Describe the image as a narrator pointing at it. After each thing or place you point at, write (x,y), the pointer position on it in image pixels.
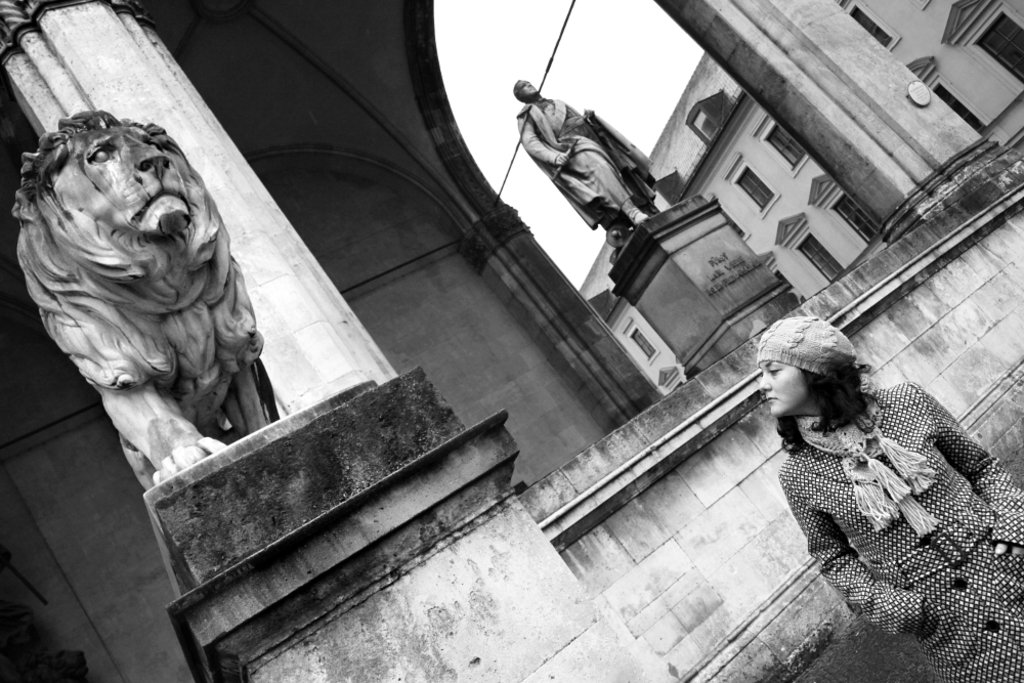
As we can see in the image there are buildings (818,162), windows (864,227), human statue (571,125), lion statue (211,252), sky (573,71) and a woman (882,445) standing on the right side (867,451).
